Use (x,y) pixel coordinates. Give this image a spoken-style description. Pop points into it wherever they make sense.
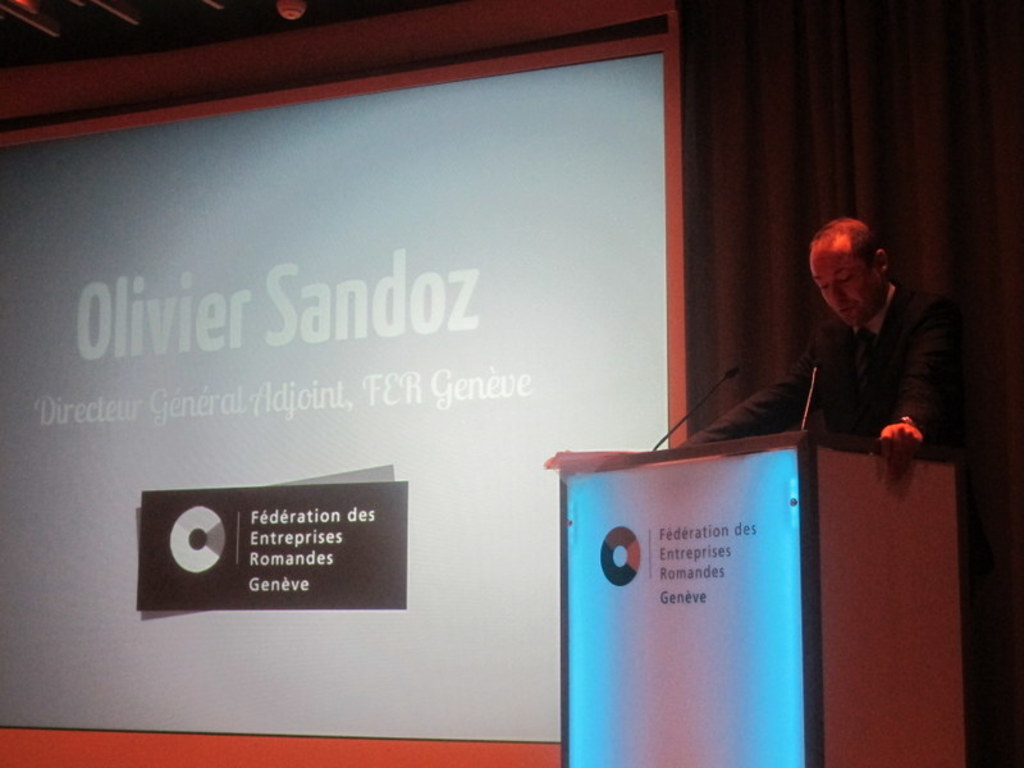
In this picture we can see a man (913,358) standing in front of a podium (872,471), there are two microphones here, on the left side (252,400) there is a screen (257,324).
